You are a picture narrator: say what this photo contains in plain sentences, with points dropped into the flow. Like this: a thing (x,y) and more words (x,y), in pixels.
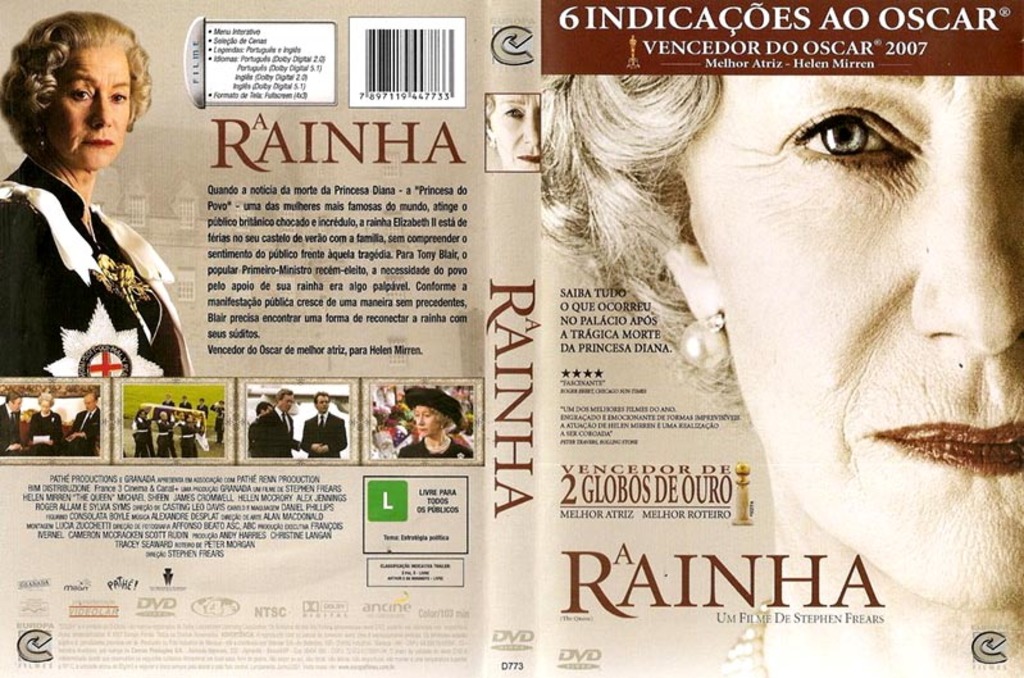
In the image we can see a poster (417,362), in the poster (414,52) we can see some alphabets (307,95), numbers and photos (95,198). In the top left corner of the image (78,20) we can see a woman (29,47).
